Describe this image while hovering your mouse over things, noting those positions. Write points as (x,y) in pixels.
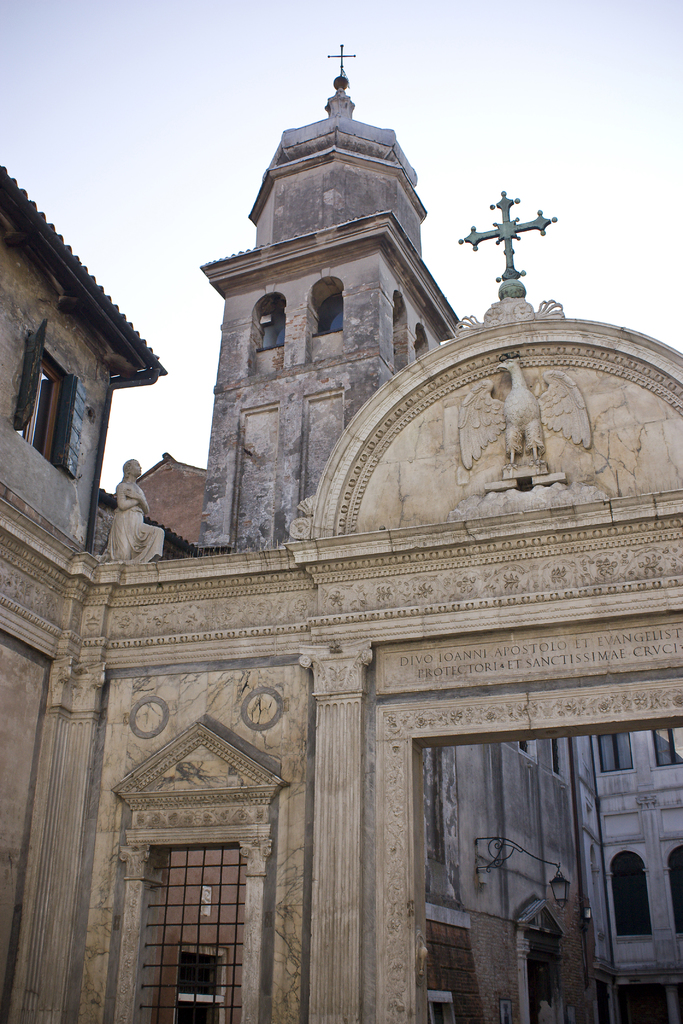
This is a building (334,480) and a sky (465,101).
